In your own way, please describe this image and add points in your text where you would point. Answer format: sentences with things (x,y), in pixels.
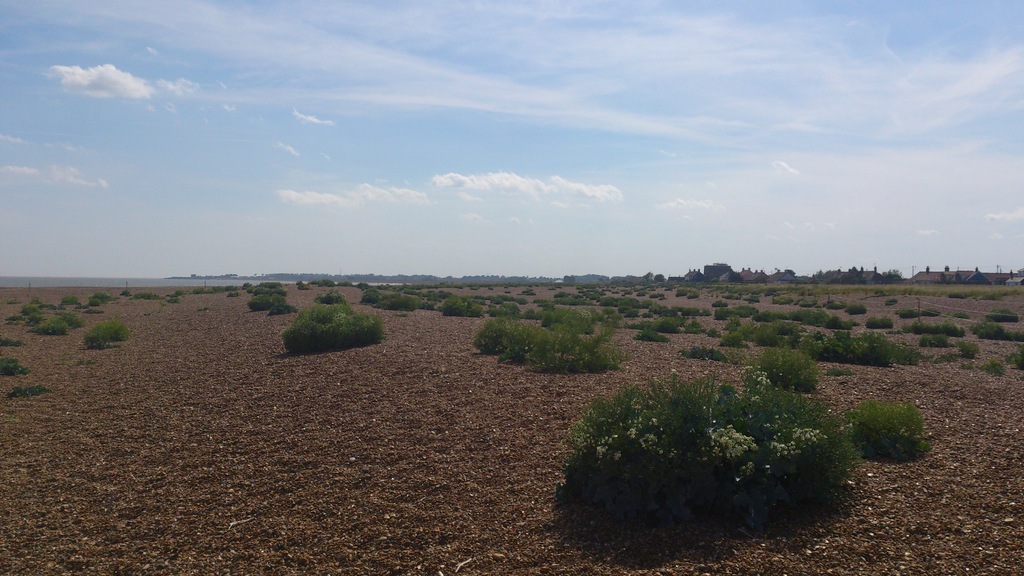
In this picture I can see there are few plants (317,345) here and there is soil (344,470) on the floor (530,455) and in the backdrop (753,276) there are buildings (769,279) and trees (582,283) and the sky (934,260) is clear.
